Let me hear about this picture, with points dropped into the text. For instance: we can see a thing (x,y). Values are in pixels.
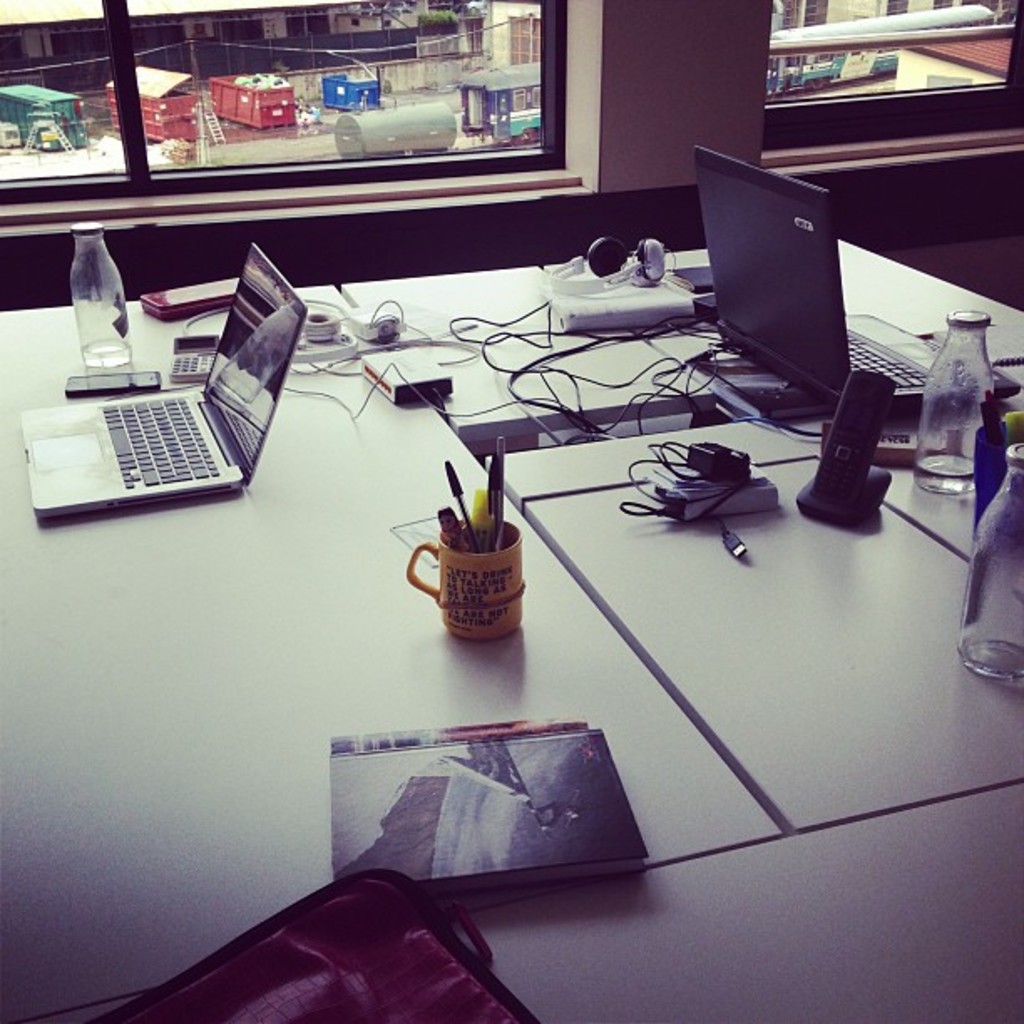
In the image in the center (434,502), we can see one table (421,728). On the table (421,728), we can see laptops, wires (467,413), pens (991,422), bottles (81,334), one phone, headphones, one bag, one book (496,772) and a few other objects (754,390). In the background (677,62) there is a wall (691,33) and glass window (424,9). Through glass window (251,57), we can see buildings (346,4) and vehicles (516,93).
